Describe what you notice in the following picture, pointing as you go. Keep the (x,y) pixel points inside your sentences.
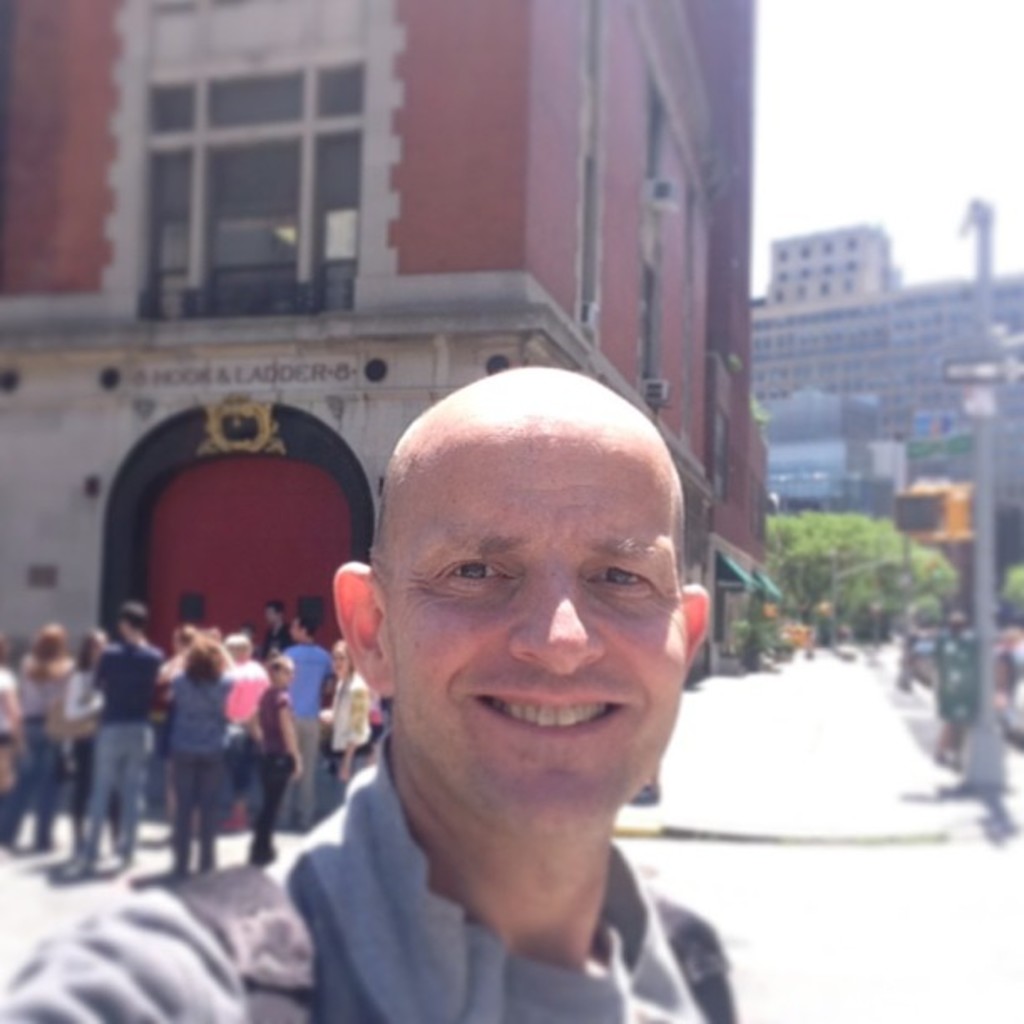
In this image we can see a man (598,805) smiling. In the background (259,124) there are buildings (864,286), trees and poles (984,627). We can see people (170,704) and there is sky (864,111).
